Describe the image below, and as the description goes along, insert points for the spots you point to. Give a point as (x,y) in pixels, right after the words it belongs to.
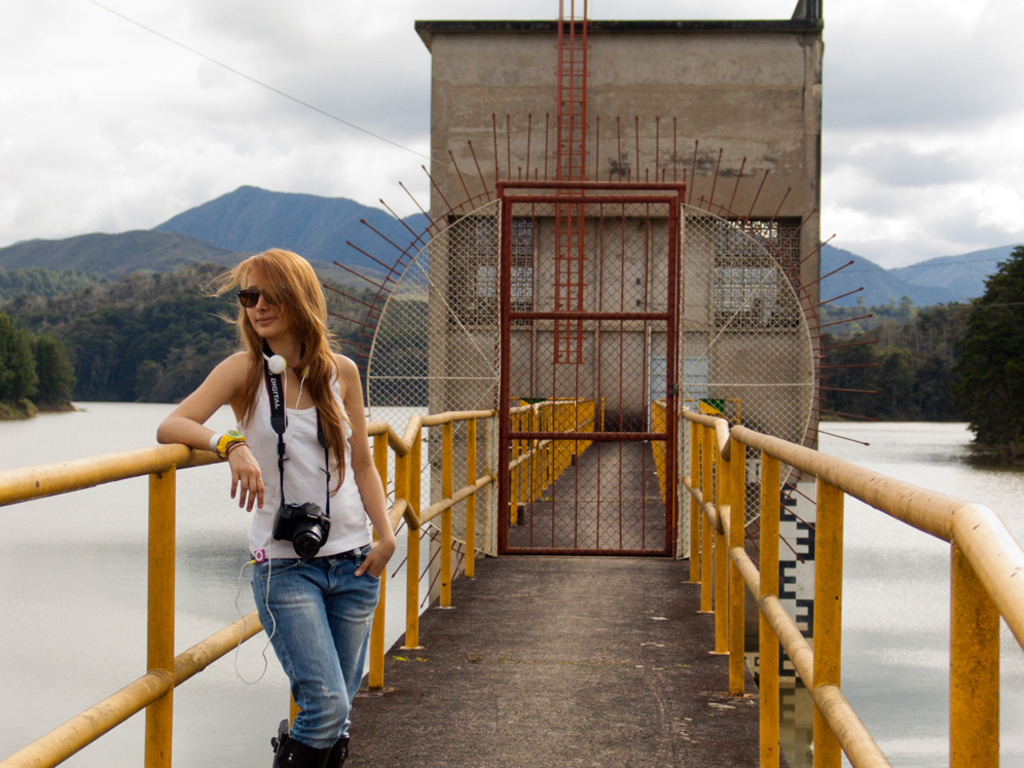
In this image in front there is a person (294,745) standing on the bridge (645,602). On both right and left side of the image (43,481) there is a metal fence (824,700). Behind her there is a door (600,421). There is a building (702,174). In the background of the image (122,410) there is water (116,412), trees (181,287), mountains (206,221) and sky (163,80).
